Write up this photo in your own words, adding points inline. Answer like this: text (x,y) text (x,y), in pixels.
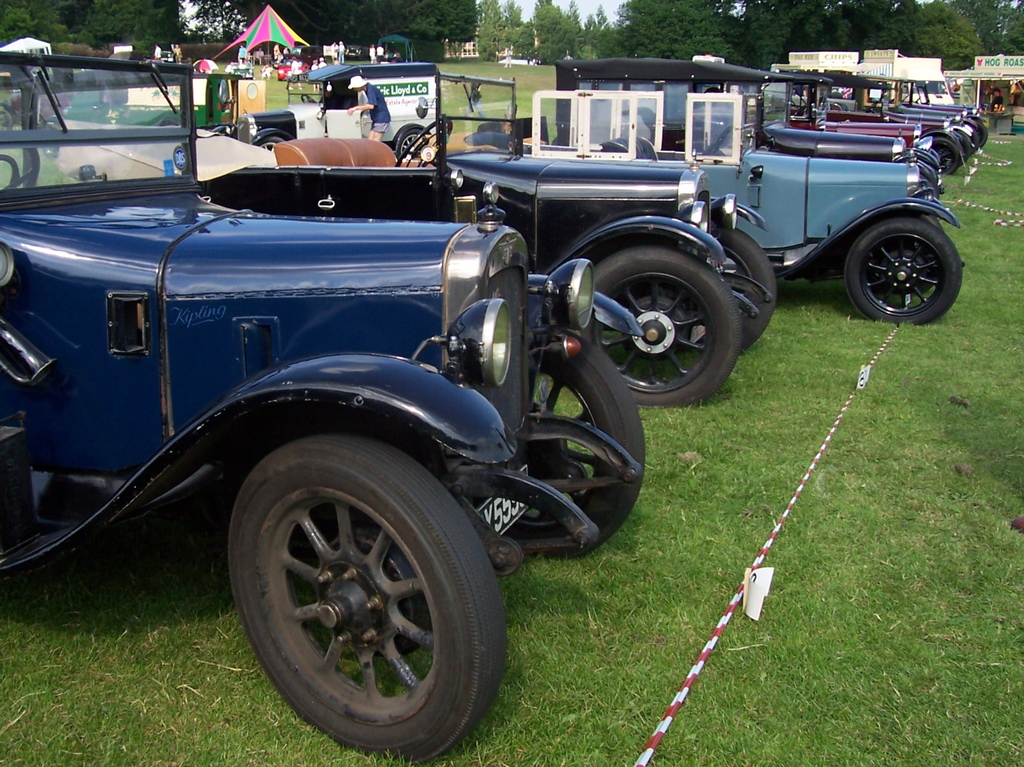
In this image there are a group of vehicles (657,279), at the bottom (617,686) there is grass (692,687) and some ropes (695,674) and some papers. And in the background (139,46) there are tents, some people (334,54), plants (142,50), trees (468,32), buildings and some objects (128,50). On the right side of the image (969,81) there is store (993,84) and some vehicles (968,106).
